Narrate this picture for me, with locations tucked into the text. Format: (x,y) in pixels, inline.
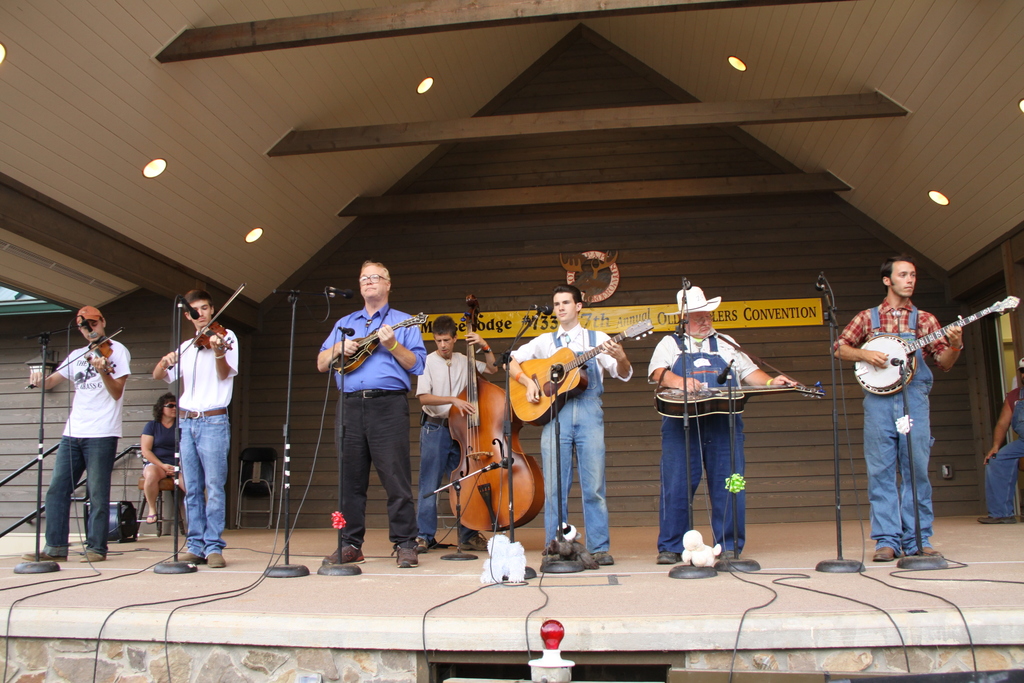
In this image we can see a group of people (713,436) standing and playing a musical instrument (502,447). At the back side (583,187) there is a building (571,237).
